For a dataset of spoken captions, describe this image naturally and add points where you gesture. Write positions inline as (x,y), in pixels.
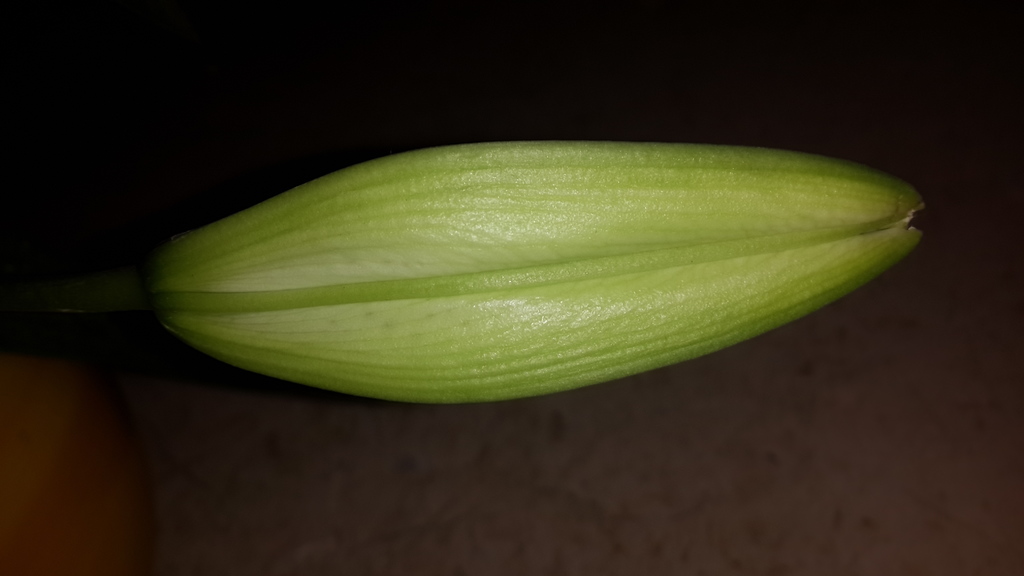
In this image there is a bud (488,277) of a flower (398,256).
